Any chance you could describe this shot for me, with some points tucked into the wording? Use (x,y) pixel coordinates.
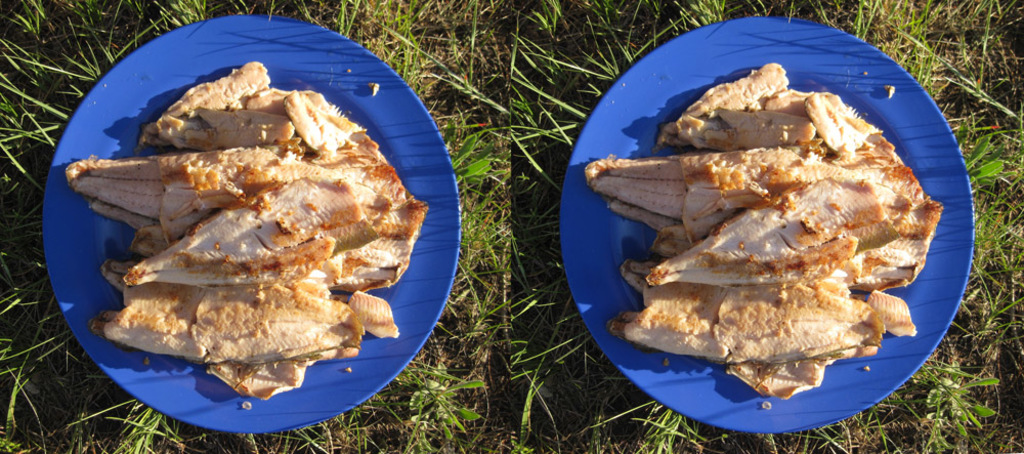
This is a collage picture of meat (346,197) placed in plate (625,121).
